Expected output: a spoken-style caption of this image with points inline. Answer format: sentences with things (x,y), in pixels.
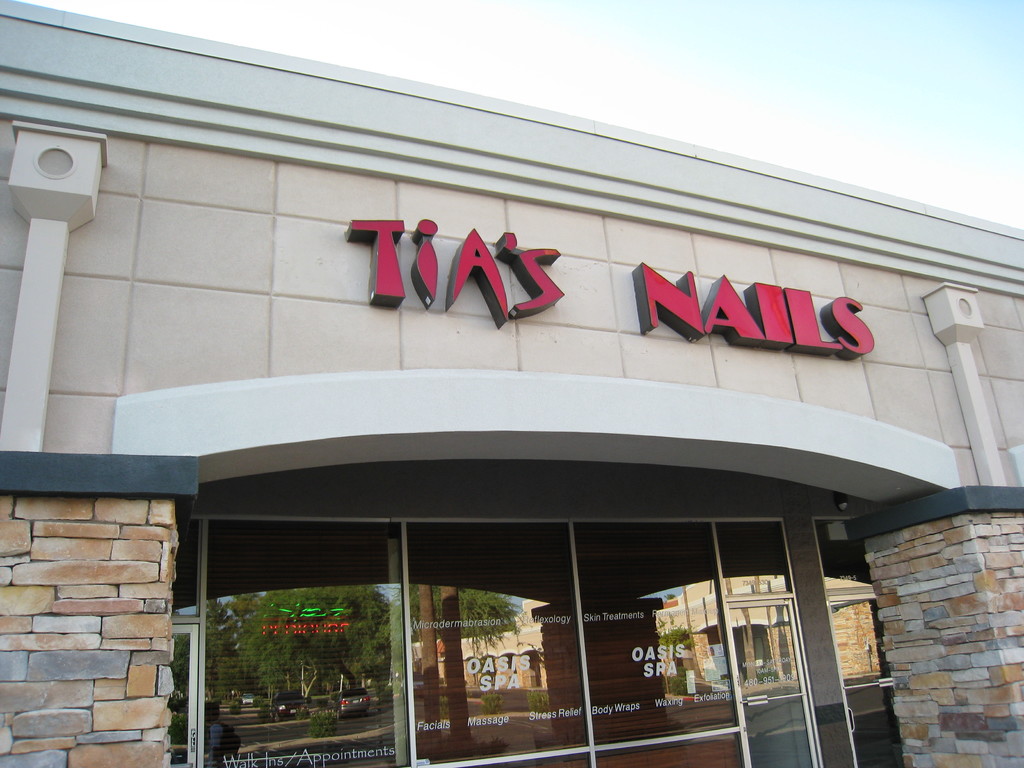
There is a store (606,653) which has something written on it.
